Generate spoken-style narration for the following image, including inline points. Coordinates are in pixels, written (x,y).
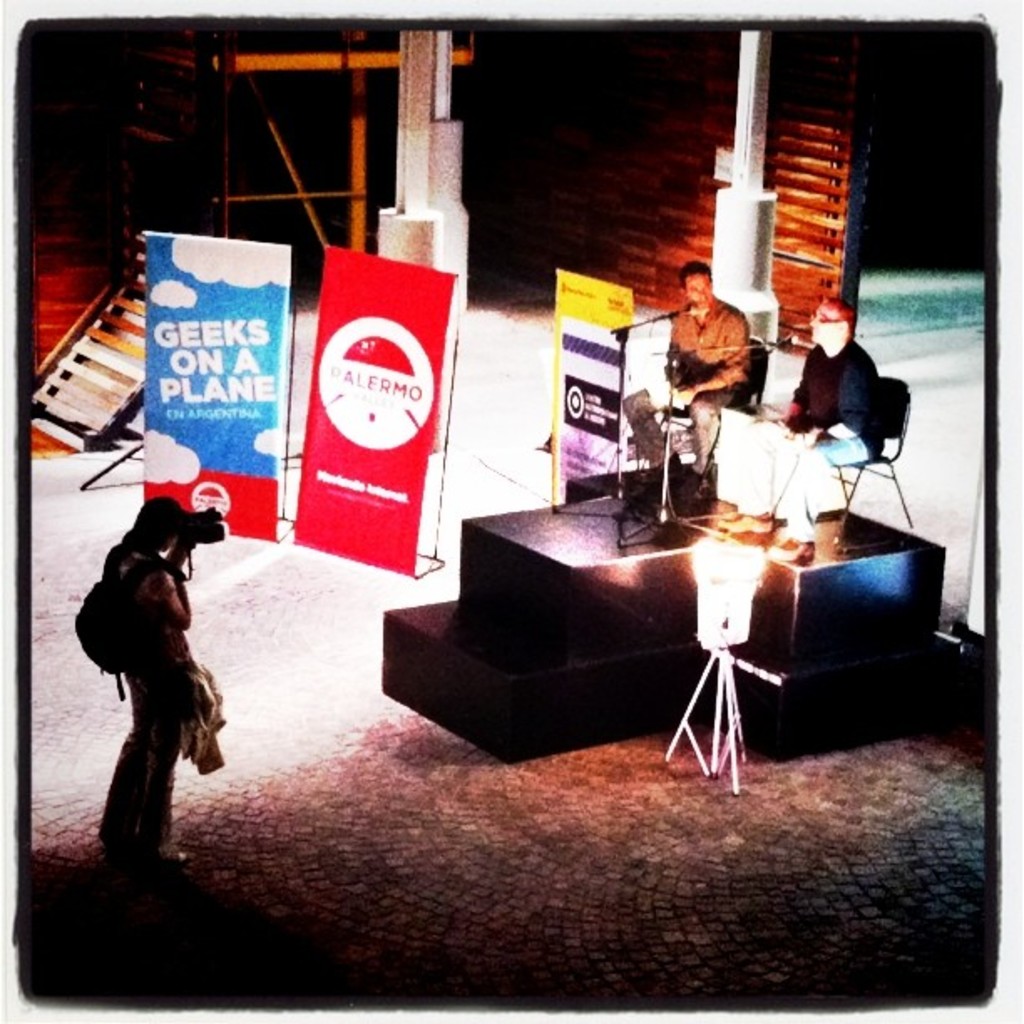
In this picture we can find three persons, two persons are sitting on a chairs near the microphone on the stage (512,579) and one person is standing on the floor (598,777) with a camera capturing them. In the background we can find a wooden wall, steps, and a stand (717,701).
